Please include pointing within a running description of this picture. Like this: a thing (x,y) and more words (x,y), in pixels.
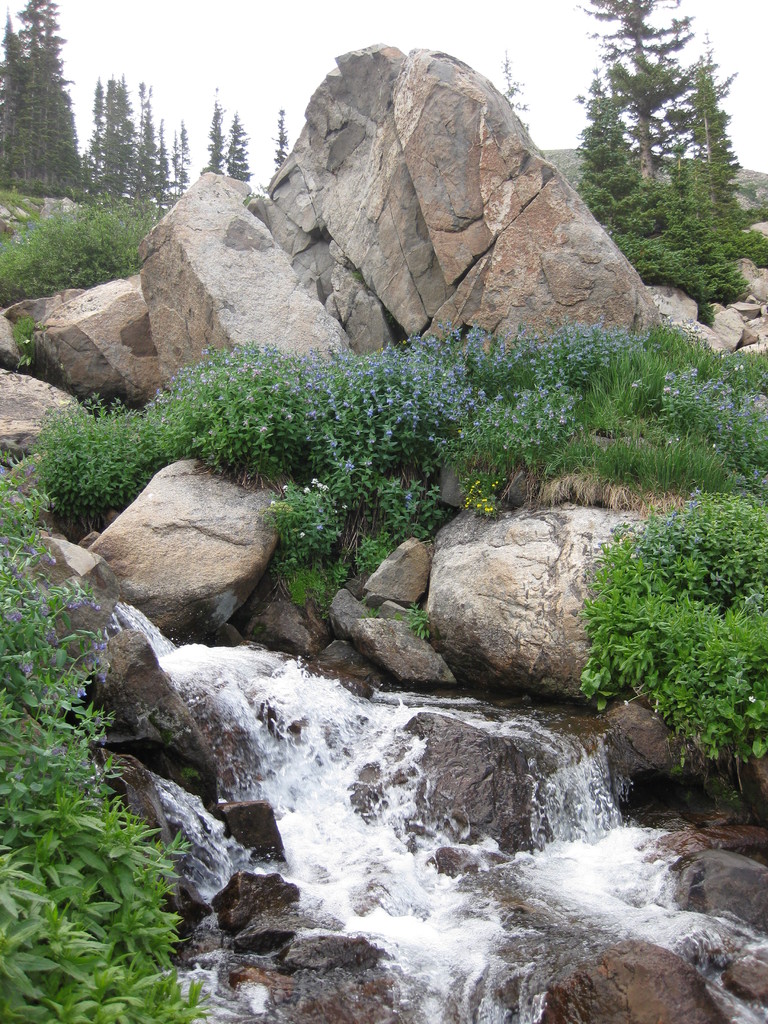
In the given image i can see a rocks (433,611), water (293,665) flowering, plants (51,832), trees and in the background (287,41) i can see the sky (233,115).
